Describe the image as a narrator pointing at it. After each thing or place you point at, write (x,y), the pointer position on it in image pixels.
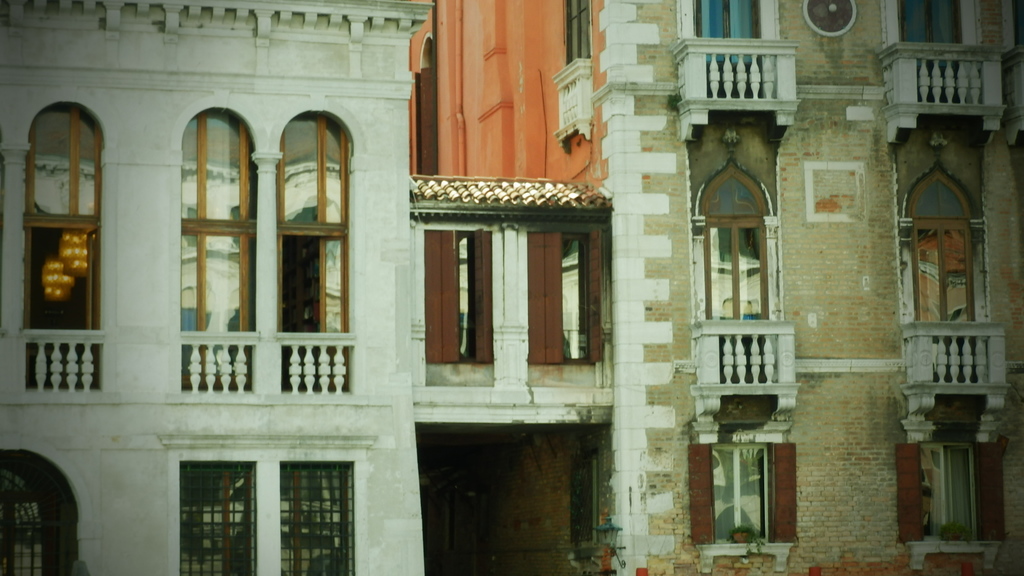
In the center of the image (387,364) there is a buildings (596,374). There are windows (317,270). There is a railing (229,380).
